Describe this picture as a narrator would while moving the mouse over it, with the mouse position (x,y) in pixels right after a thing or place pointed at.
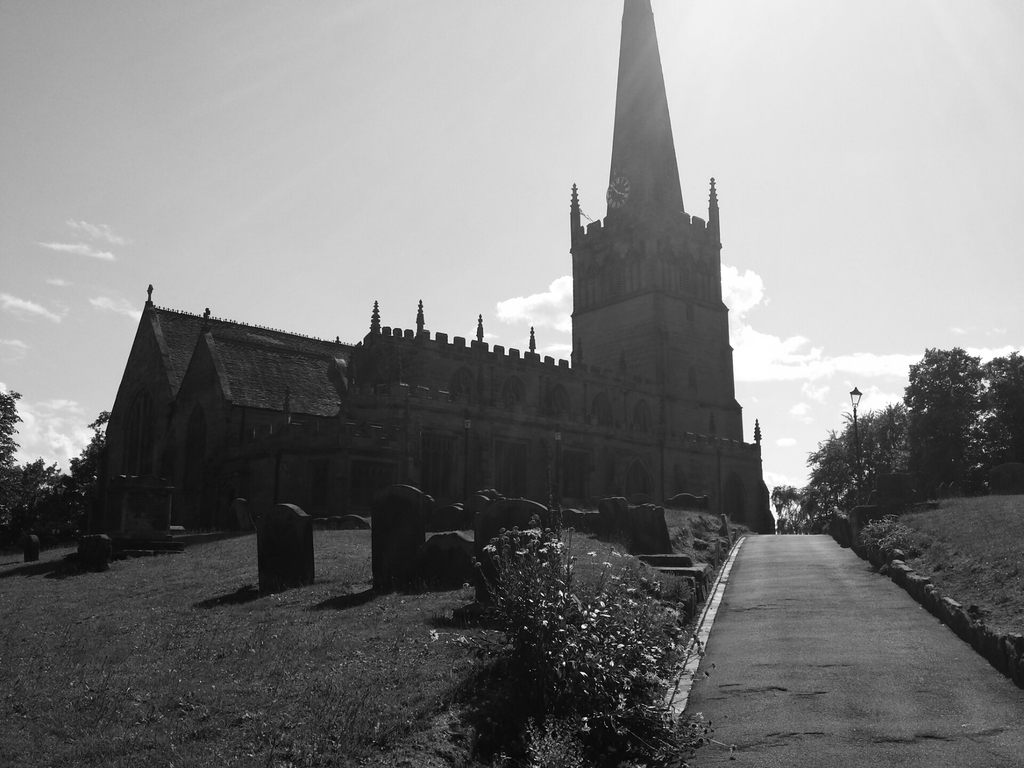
It is a black and white picture. In this picture I can see a light pole (856,467), trees (1014,383), plants (519,574), memorial stones (665,531), building (510,462), clock (624,181) and cloudy sky (506,305).
